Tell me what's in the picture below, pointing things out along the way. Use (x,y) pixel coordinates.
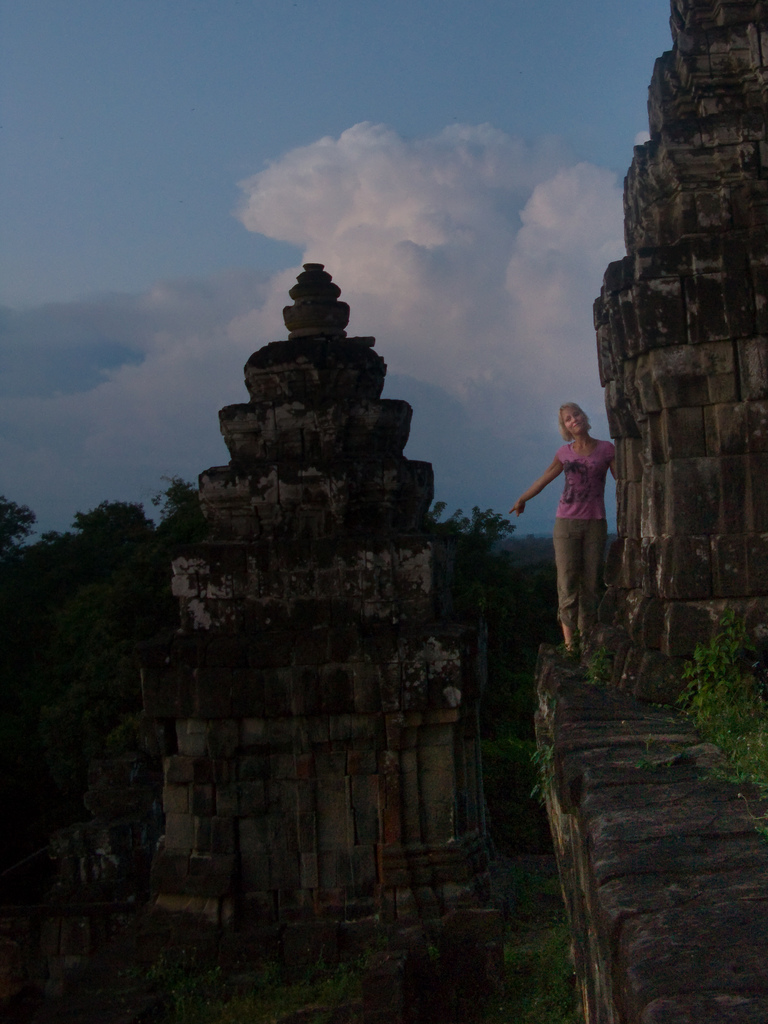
There is an architecture (308,691) as we can see in the middle of this image (269,669), and there are some trees (11,625) in the background (85,667). There is one woman (579,560) standing on the right side of this image (575,525), and there is a cloudy sky (398,280) at the top of this image (390,235).
